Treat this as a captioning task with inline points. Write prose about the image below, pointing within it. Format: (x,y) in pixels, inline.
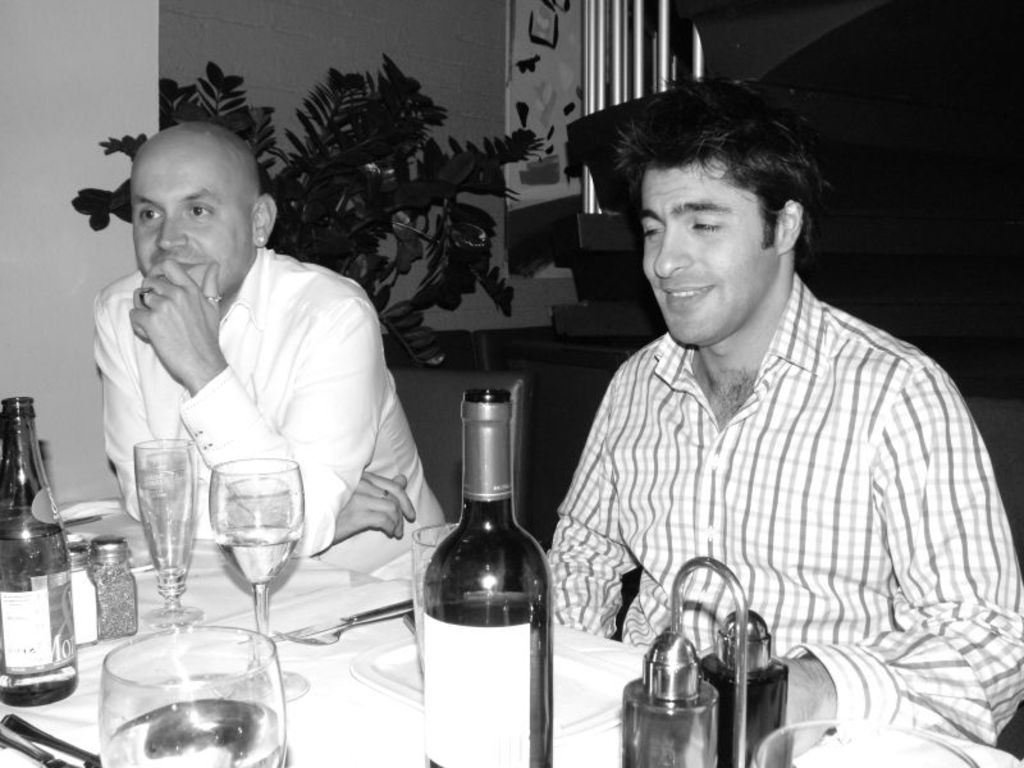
In this image I see 2 men (379,499) who are sitting and there is a table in front of them on which there are glasses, bottles (466,642), spoons (1,741) and other things (87,520). I can also see this man (620,396) is smiling. In the background (517,142) I see the plant (388,67) and the wall (218,27).
